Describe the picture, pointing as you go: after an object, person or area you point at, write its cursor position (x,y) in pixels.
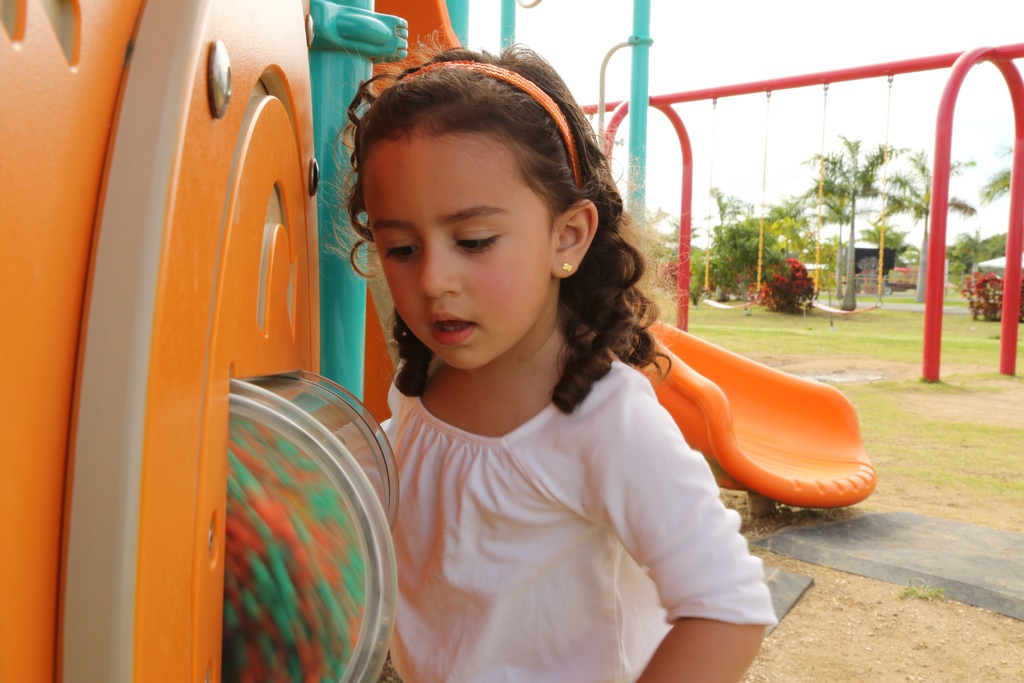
In this image we can see a park (790,346). There are many playing objects (766,476) in the image. There is a sky (728,40) in the image. There is a girl (668,554) in the image.
